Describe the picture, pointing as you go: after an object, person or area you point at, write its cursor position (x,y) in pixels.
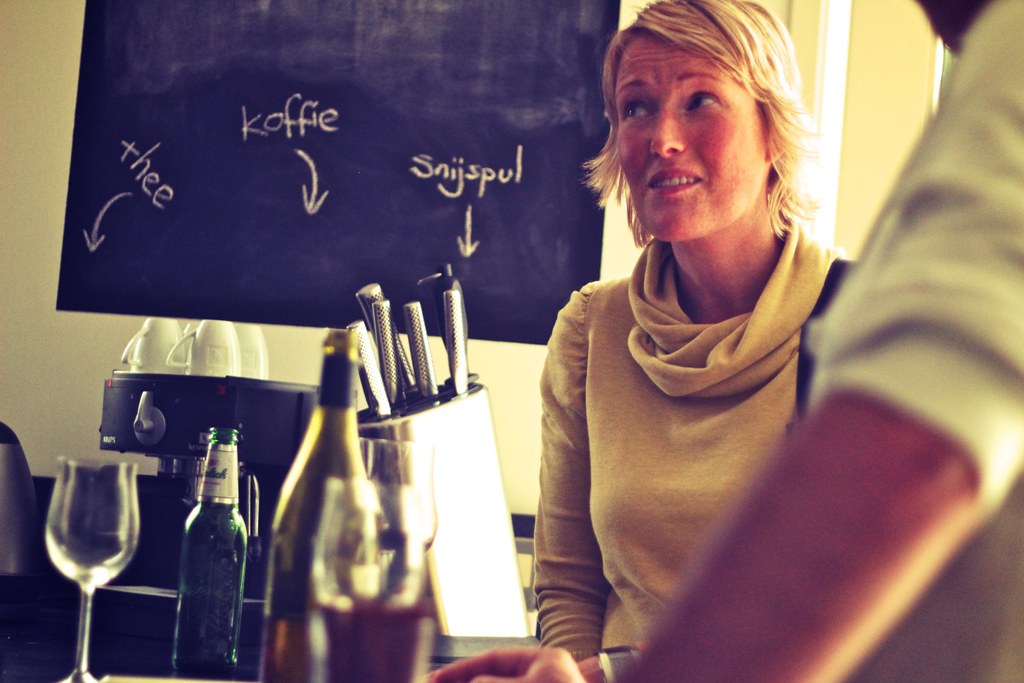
In the image we can see there is a woman (680,398) who is sitting and beside her there is another person (818,547) who is standing and on table (14,614) there is wine bottle (292,625) and wine glass (108,541). There is knife stand (447,410) in which there are knives (449,340) kept, there is coffee machine (176,394) on the table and in front there is a black board (267,151) kept on the wall (50,109) and the wall (62,99) is in yellow colour.
